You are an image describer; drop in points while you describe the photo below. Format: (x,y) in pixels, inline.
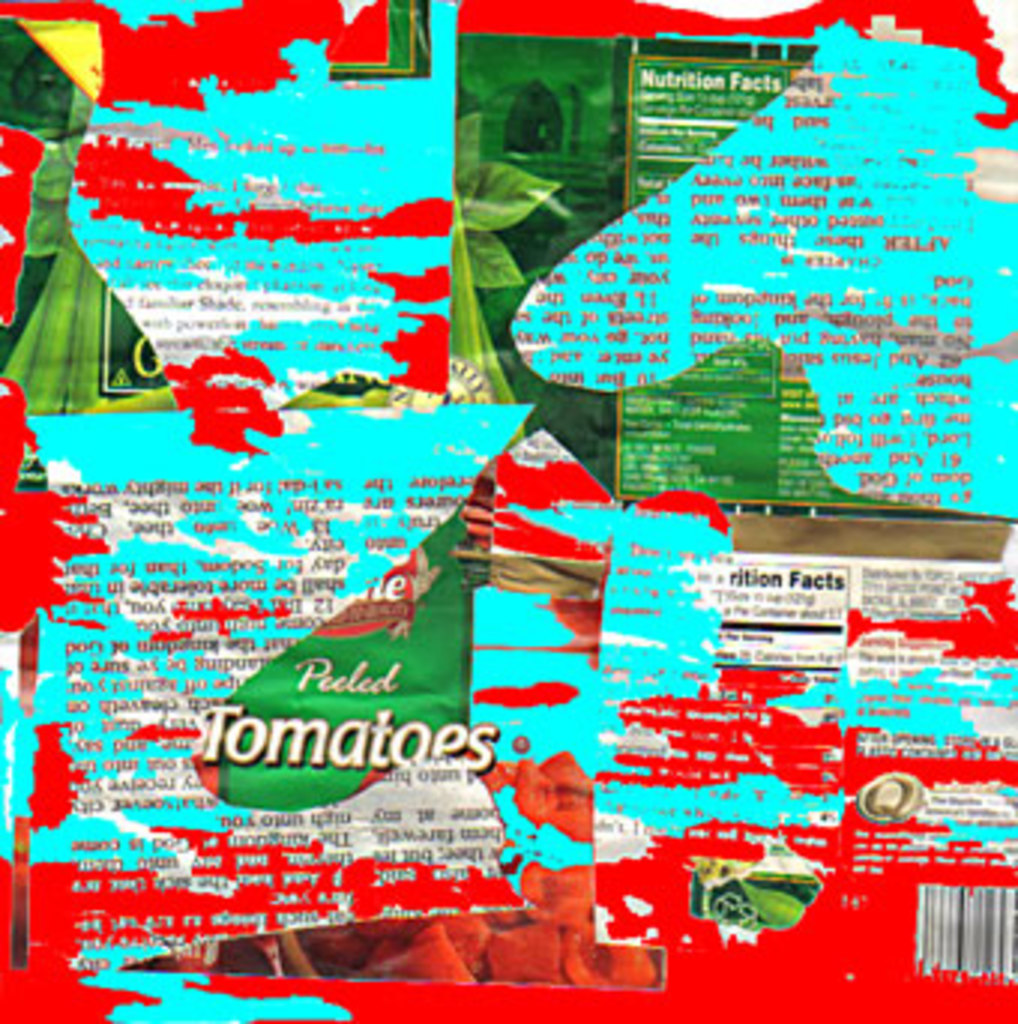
In this picture I can see the article (544,218) on which it says nutrition facts and I see the pictures (518,230) of leaves (470,258) and tomatoes (579,879) and I see something is written.
